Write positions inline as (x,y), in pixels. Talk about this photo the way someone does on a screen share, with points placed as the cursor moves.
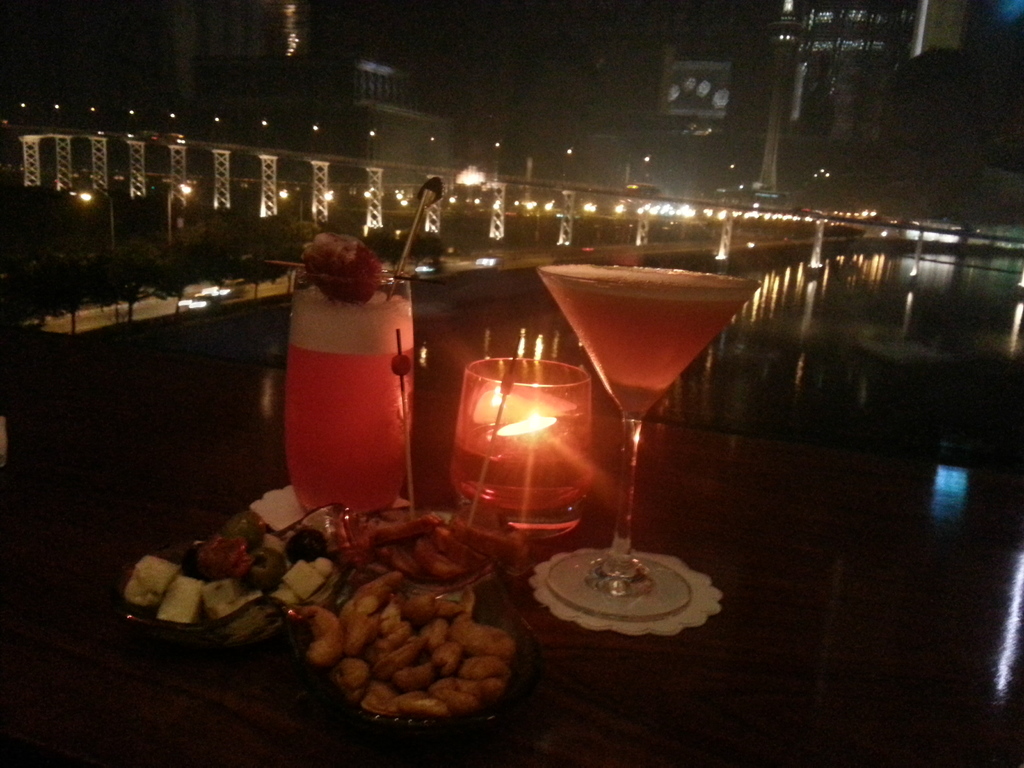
In this image, on the foreground (185,485) we can see some snacks (236,524), glass (653,601) on the table (641,500) and the glass (738,286) is filled with some liquid (713,311).
